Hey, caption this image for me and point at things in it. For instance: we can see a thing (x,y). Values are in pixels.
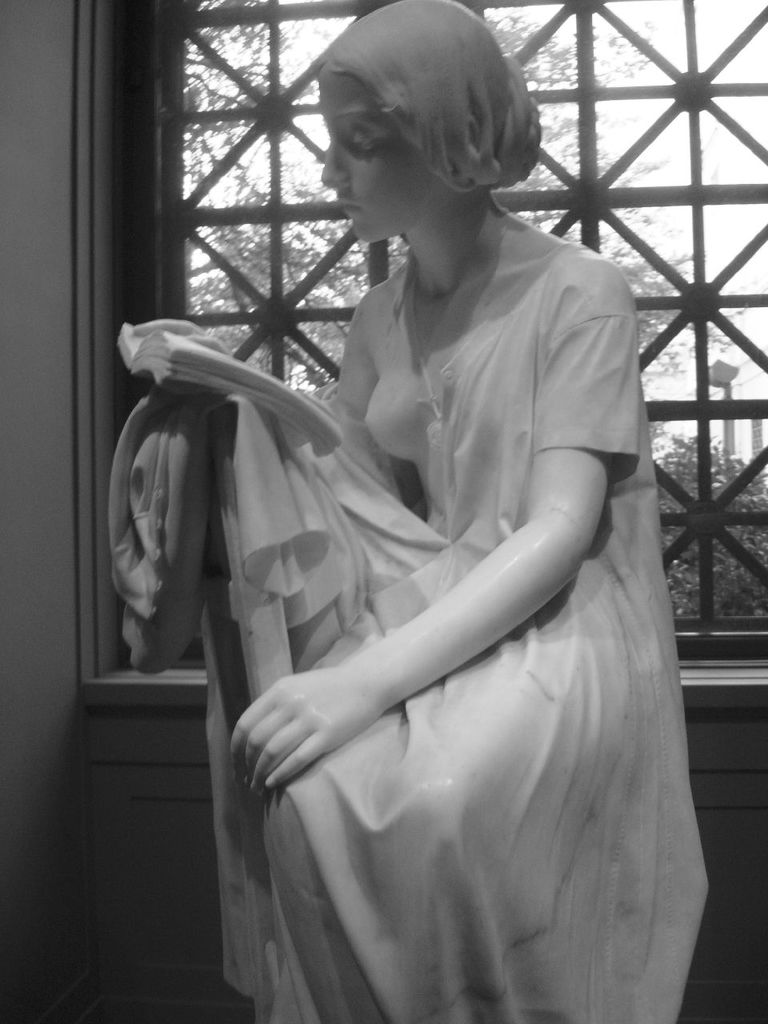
In this picture we can see a statue (457,730) of a woman (380,597). Behind the statue (373,540), there is a window (202,316). Through the window (251,229), we can see trees (679,594), a pole (719,377) and the sky (714,127).
